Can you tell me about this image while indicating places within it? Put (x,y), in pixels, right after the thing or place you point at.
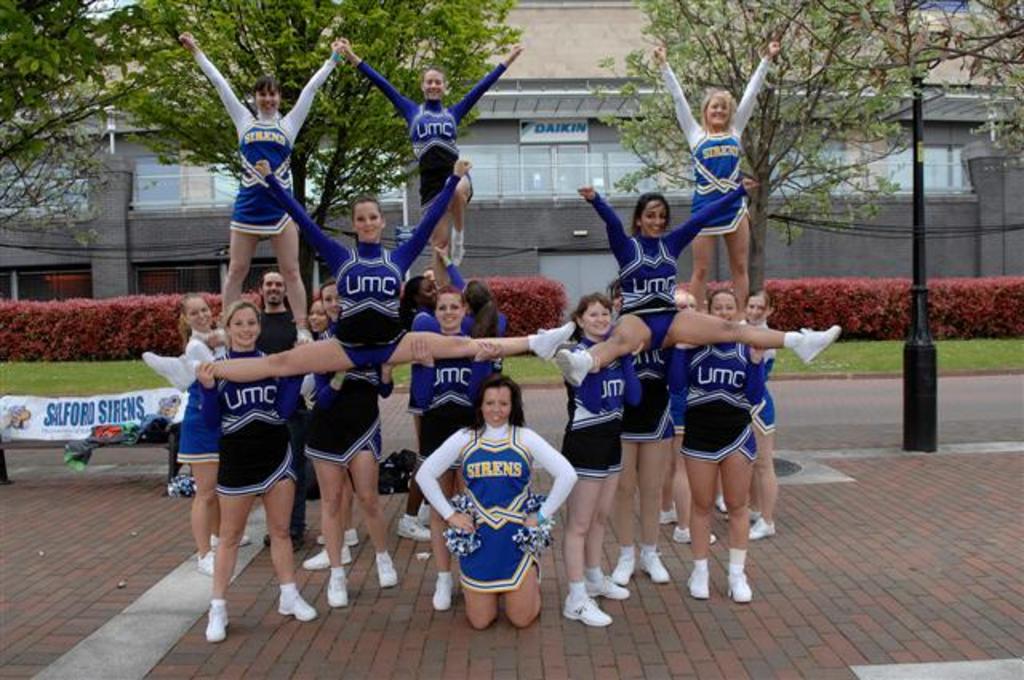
In this image, there is a floor (786,654), at the middle (634,415) there are some people (699,251) standing, in the background (828,74) there are some trees (783,50), there is a wall (65,226), at the right side (925,352) there is a black color pole (916,325).
